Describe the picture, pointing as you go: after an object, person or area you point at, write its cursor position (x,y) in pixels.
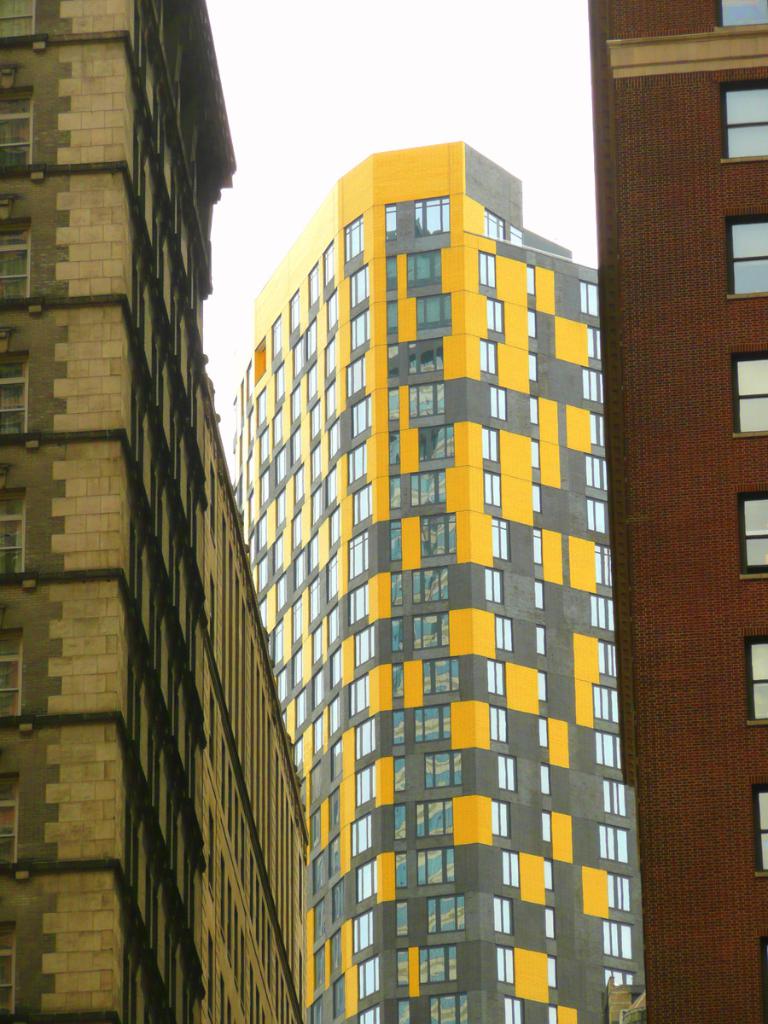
In the picture there are very tall buildings (477,605), they are having plenty of windows (334,662) and there are total three buildings (514,273) in the picture, in the background (310,135) there is a sky (263,202).
